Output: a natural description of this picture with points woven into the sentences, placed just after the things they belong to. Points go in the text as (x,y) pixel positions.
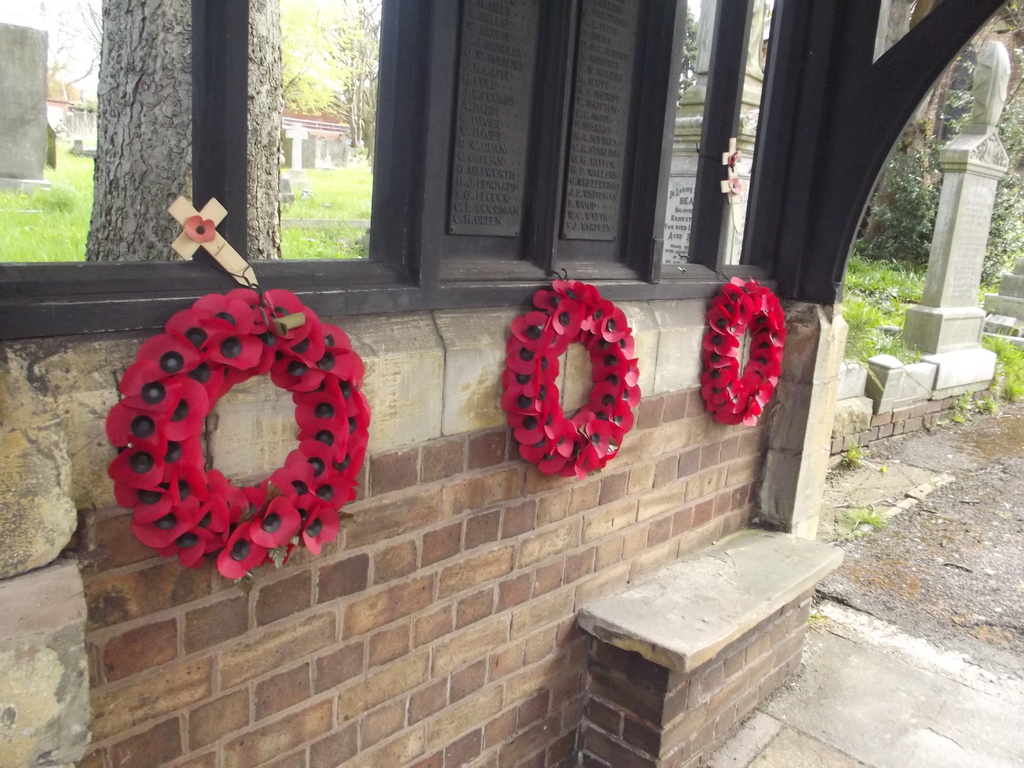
In this image we can see some wreaths (309,337) and the cross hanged to a wall (422,458). On the right side (924,349) we can see some memorials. On the backside (163,108) we can see the bark (164,124) of a tree (180,193), grass (331,195), a house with a roof (294,118), a group of trees (367,96) and the sky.
